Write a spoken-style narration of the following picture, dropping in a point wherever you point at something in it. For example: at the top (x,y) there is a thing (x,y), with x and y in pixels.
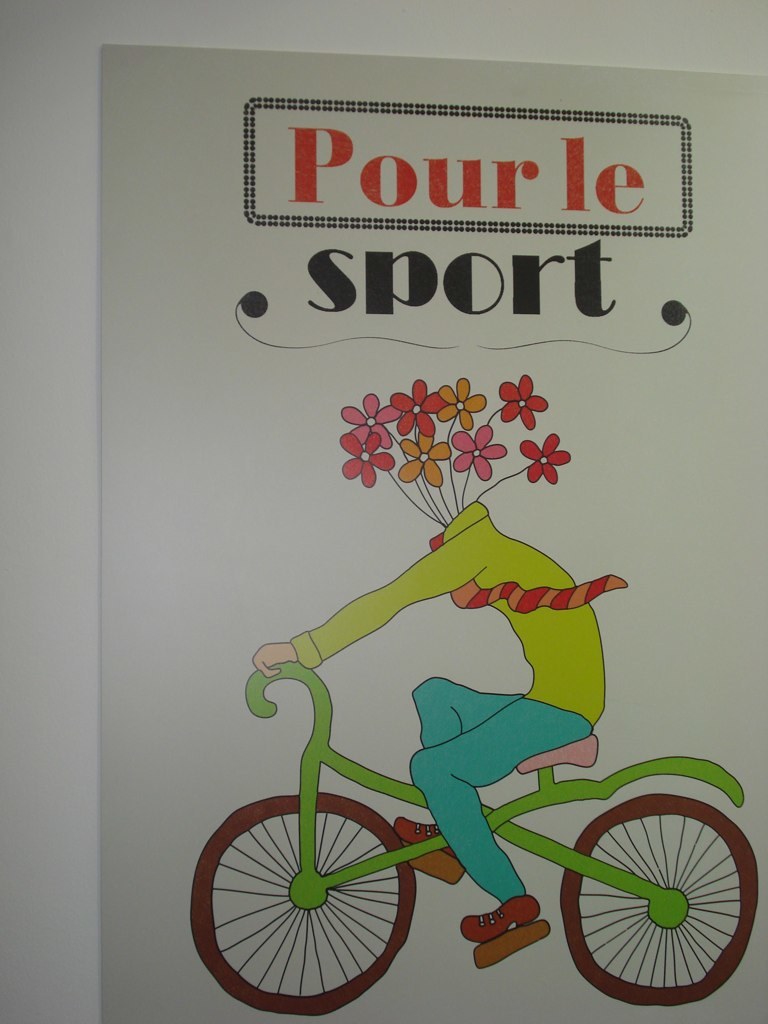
In this image we can see a poster (148,185) on the wall (67,204). On the poster (345,230) there is text (417,268). Also there is a drawing (446,585) of a person (457,594) on the cycle (605,814). And the person (552,645) is without head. And there are flowers (434,450) in place of head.
